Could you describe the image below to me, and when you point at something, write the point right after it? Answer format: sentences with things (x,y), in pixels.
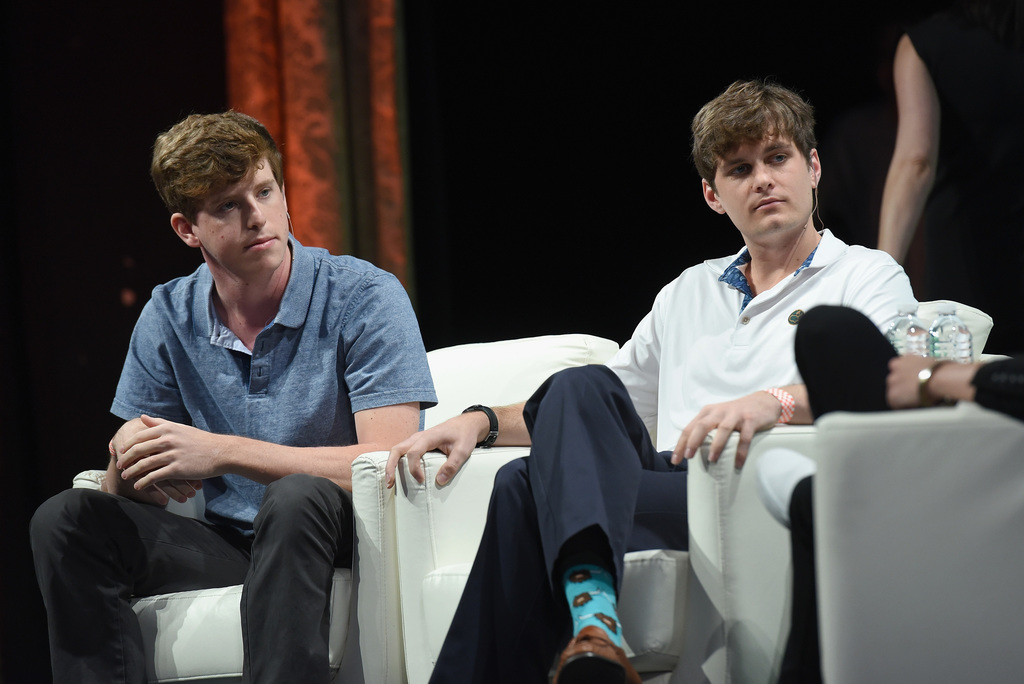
In the picture we can see two men (274,380) are sitting in the white color chairs (746,465) and one person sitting near them and they are looking at that person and behind them, we can see a hand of a woman (959,256) and beside it we can see a curtain (392,192) which is not clearly visible.
